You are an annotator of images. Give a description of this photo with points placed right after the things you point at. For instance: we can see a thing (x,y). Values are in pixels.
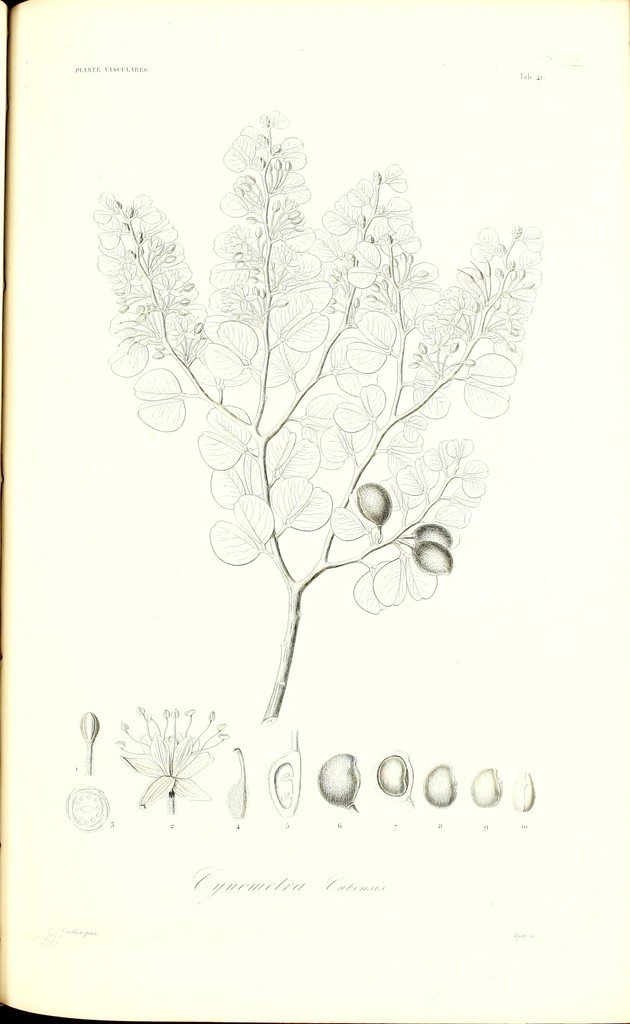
This is a page (266,903) in book (51,855) on which we can see there is a tree (508,303) and different type of seeds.
